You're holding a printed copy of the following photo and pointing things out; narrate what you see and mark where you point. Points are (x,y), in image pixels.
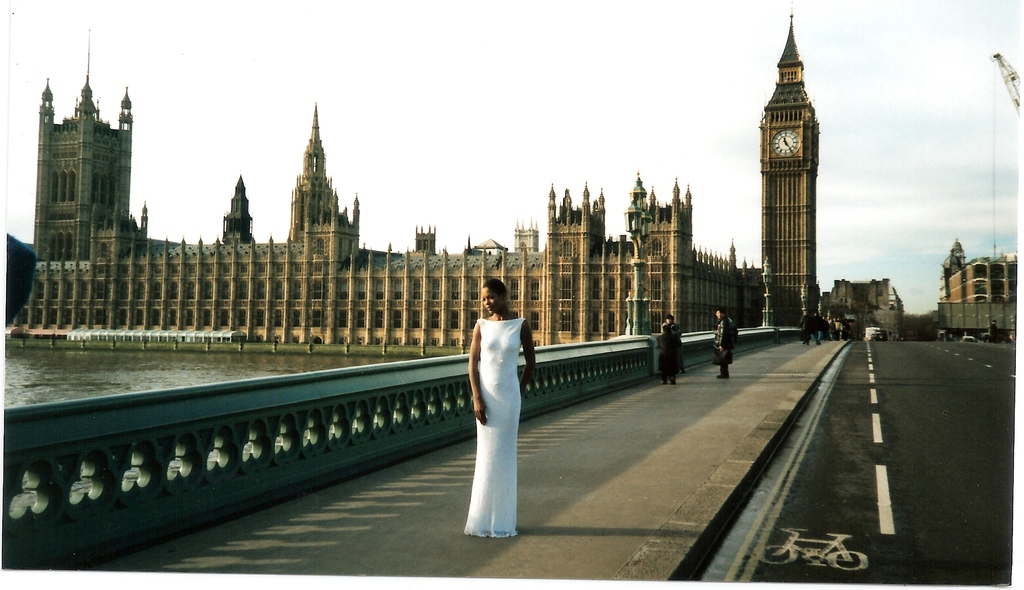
On the right side of the picture (874,370) there are buildings (992,274), vehicle (964,338) and road (901,384). In the center of the picture (514,370) there are people (513,385) on the pavement (731,394) and there are buildings (786,265) and vehicles (882,332). On the left (120,362) there is a water body (138,354) and there is a building (349,248).
